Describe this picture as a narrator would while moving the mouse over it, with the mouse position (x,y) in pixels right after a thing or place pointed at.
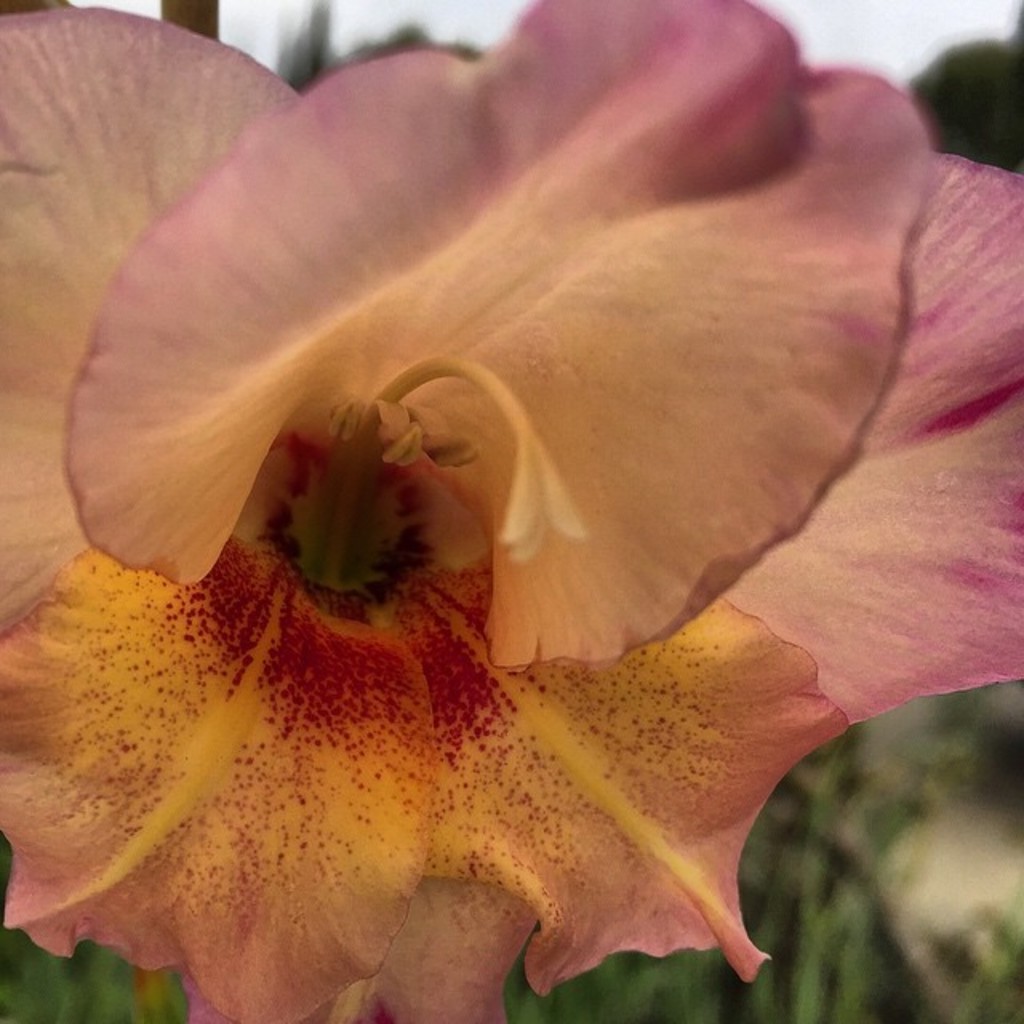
In this picture I can see a flower (431,495) and a sky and I can see blurry background (985,812).
